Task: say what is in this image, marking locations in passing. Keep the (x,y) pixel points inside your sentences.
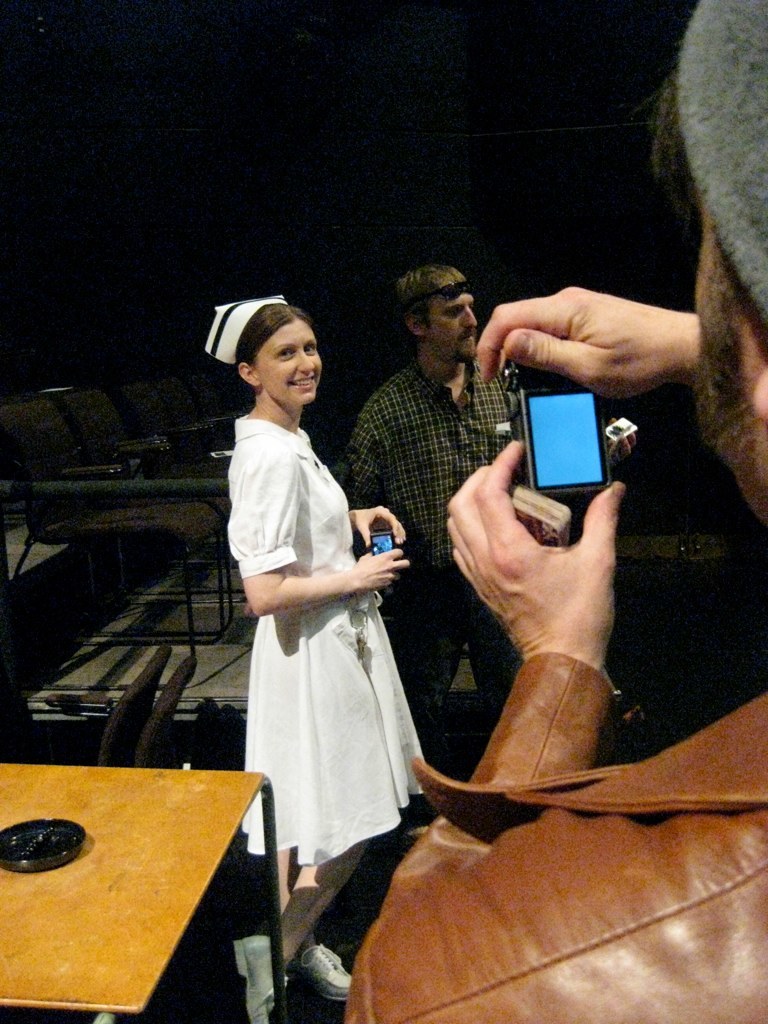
In this image there is a woman (319,572) wearing a white dress (328,671). She is holding a mobile (383,548) in her hand (380,558). Beside her there is a person (390,496) wearing a shirt (390,468). Right side (699,978) there is a person (530,601) holding a camera (602,398) in his hand (488,515). Left side (57,924) there is a table (124,796). Beside there are few benches (19,451) on the floor (227,641).
